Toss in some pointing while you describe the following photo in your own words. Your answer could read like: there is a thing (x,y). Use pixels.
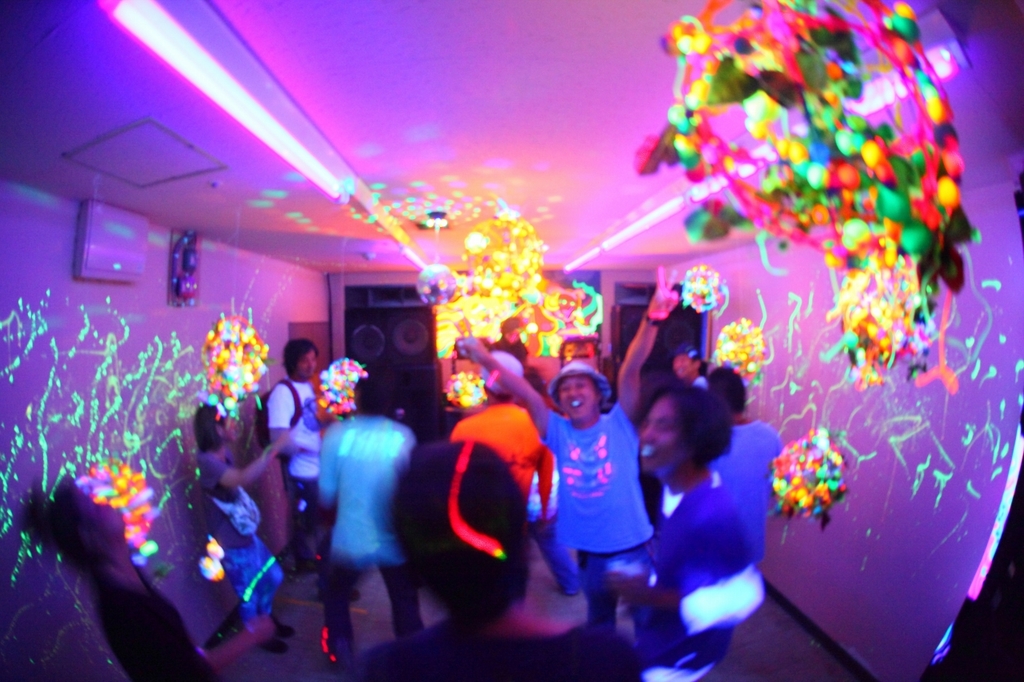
In the picture I can see few people (356,500) are in one place, in which some colorful lights (461,394) and decorative items (738,195) are placed.
